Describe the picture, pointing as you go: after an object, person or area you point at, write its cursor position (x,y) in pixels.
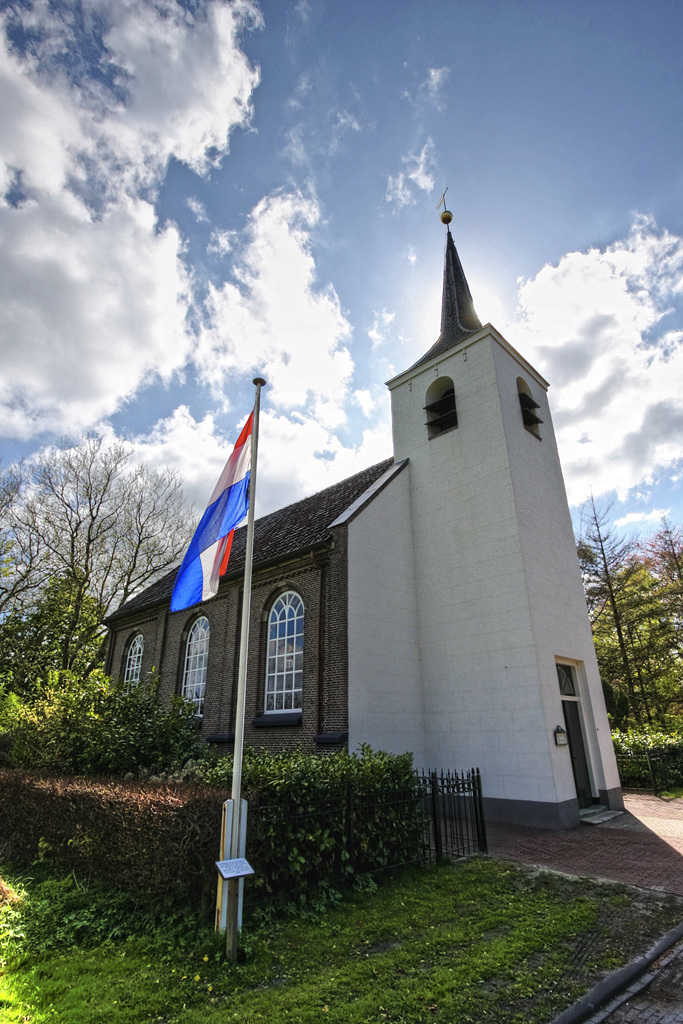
In the center of the image (243,648) we can see two poles (221,892), one flag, paper (243,867), etc. In the background (281,276), we can see the sky (633,509), clouds (568,344), one building (332,719), windows (259,721), grass (250,938), trees (633,638) and fence (446,838).
